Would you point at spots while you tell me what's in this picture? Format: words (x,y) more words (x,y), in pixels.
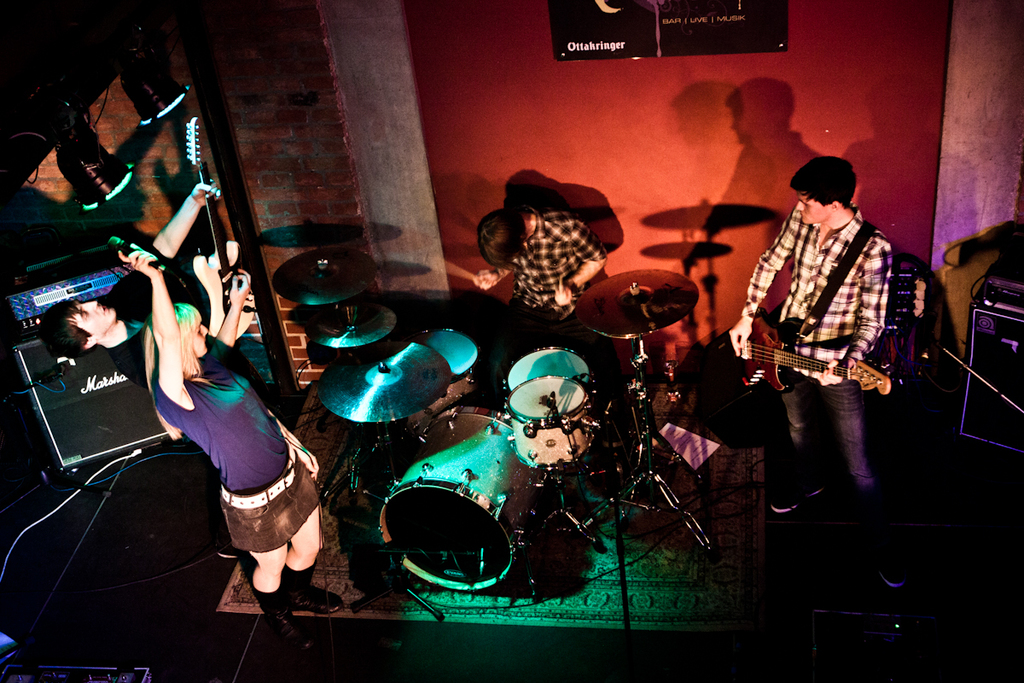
In this picture there are four members (553,335) standing. One of the guy (815,249) is playing a guitar (750,355) and one guy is playing drums (408,375), remaining two (233,423) are, one of them is singing and other is playing a guitar (199,165). In the background (518,146) there is a red colored wall (556,121).
